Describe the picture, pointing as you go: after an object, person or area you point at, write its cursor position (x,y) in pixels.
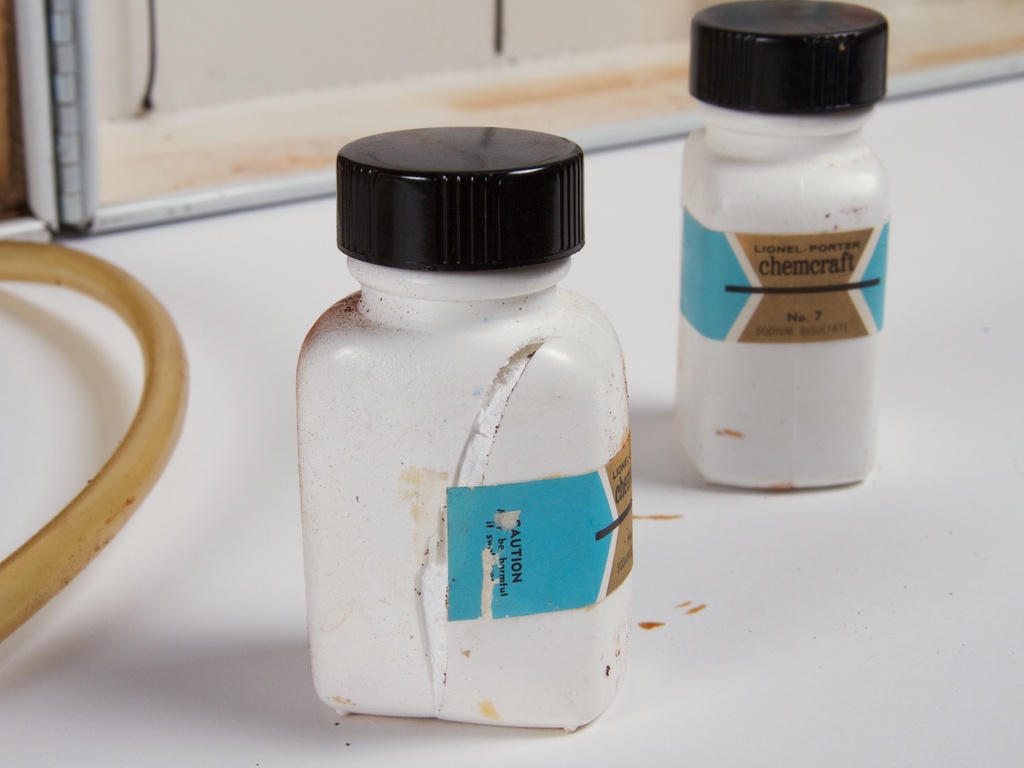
I can see in the image are two bottles (732,204) with black color cap (342,182) on it.
